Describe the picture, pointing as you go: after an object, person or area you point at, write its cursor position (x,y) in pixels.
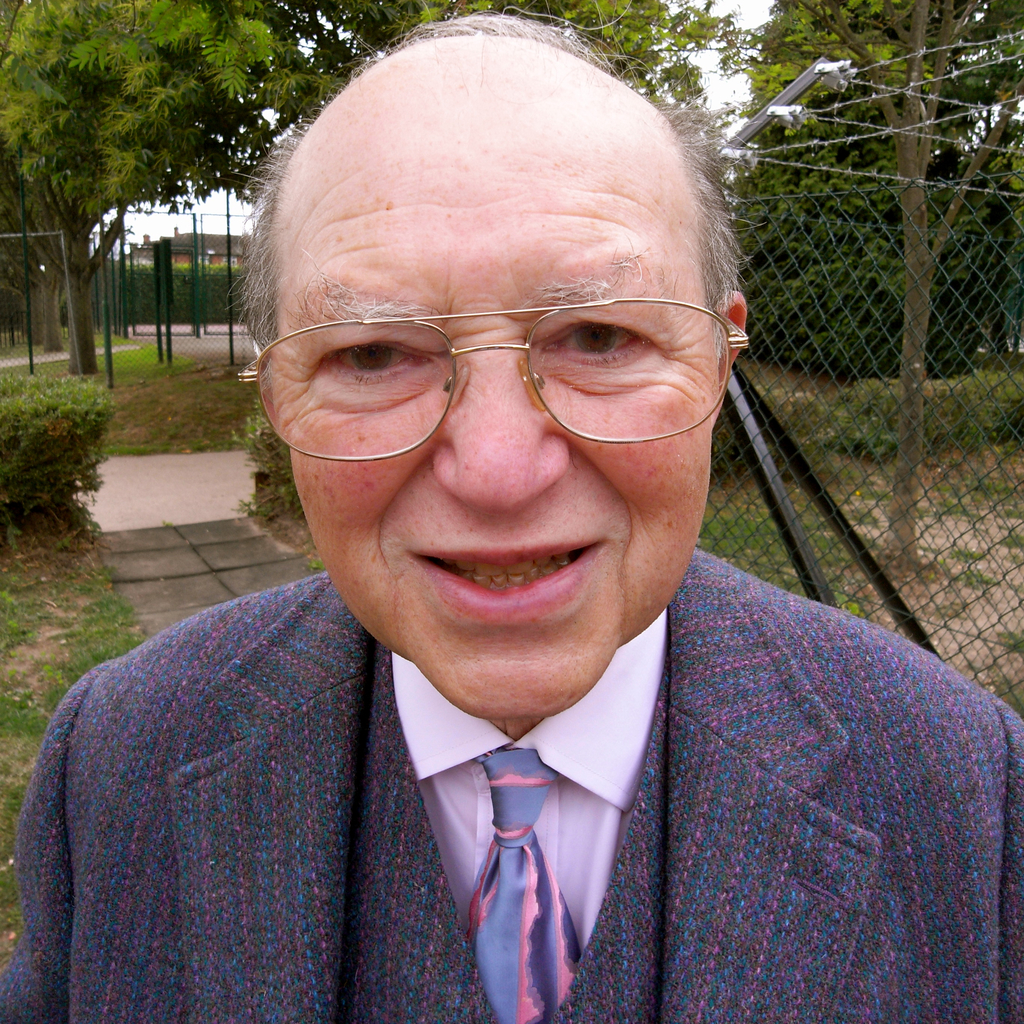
In this image I can see an old man (461,631) and I can see he is wearing specs (595,375), a tie (540,761), shirt (585,824) and blazer (773,723). In the background (80,288) I can see fencing (829,364), wires (945,101), number of tree (112,73) and bushes (258,507).
